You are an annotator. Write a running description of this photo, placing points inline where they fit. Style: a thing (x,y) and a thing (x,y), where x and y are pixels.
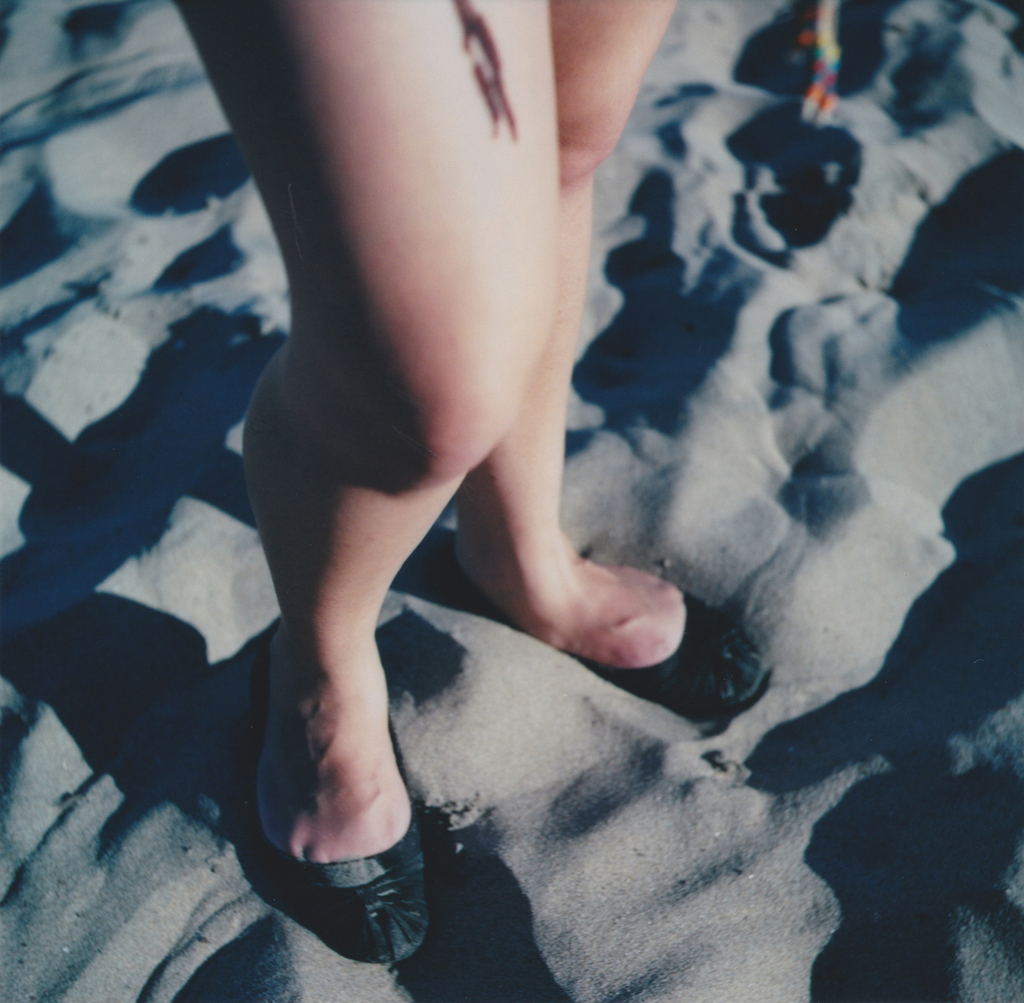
In this picture we can see a person legs (341,232) and in the background (428,806) we can see sand (713,261).
